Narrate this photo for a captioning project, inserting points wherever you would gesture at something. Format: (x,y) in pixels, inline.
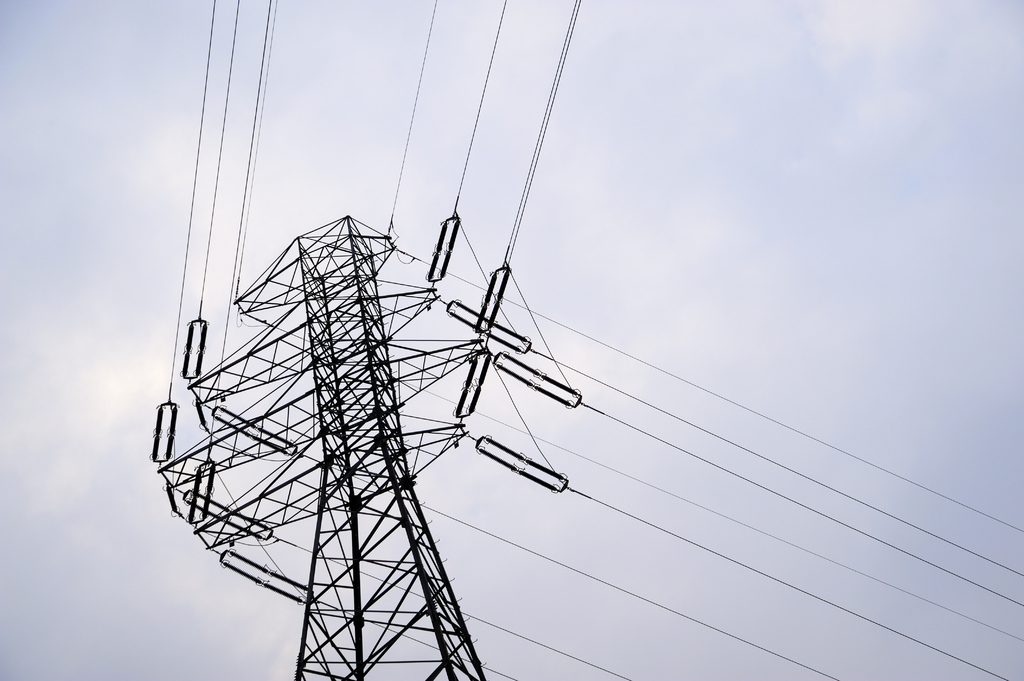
In this image I can see a tower (363,527) and there are some power lines (239,231) visible and there is a sky (638,329) visible.
